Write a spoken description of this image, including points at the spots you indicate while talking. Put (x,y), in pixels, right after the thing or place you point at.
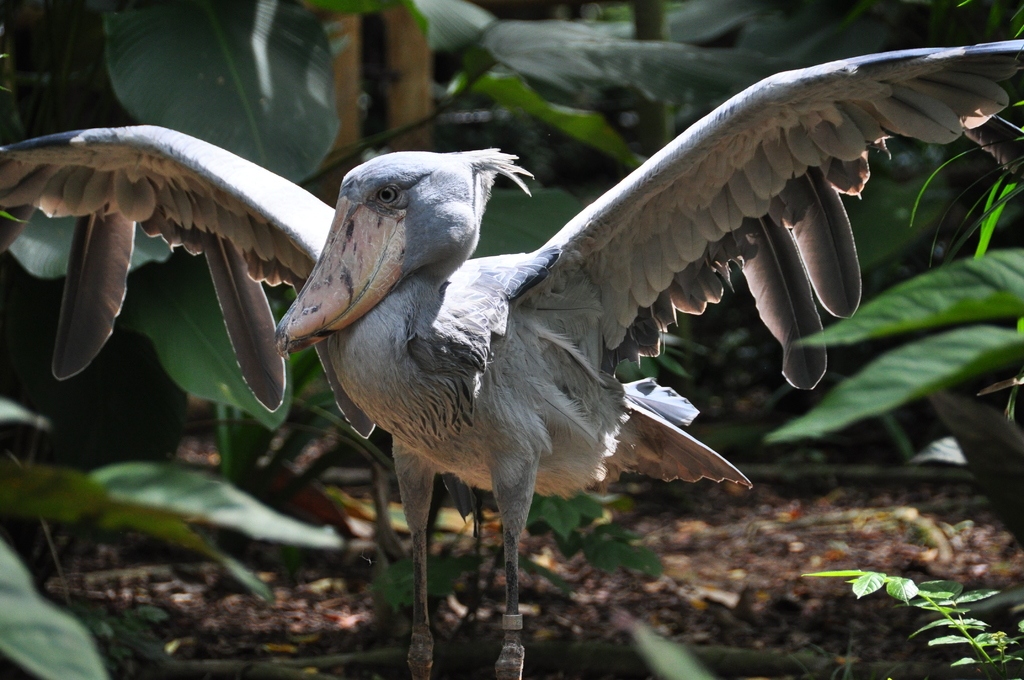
In this image there is a bird (430,427) in the middle (470,406). In the background (509,107) there are green leaves (566,102). On the ground (776,605) there is soil (740,598) and small stones (870,562).
